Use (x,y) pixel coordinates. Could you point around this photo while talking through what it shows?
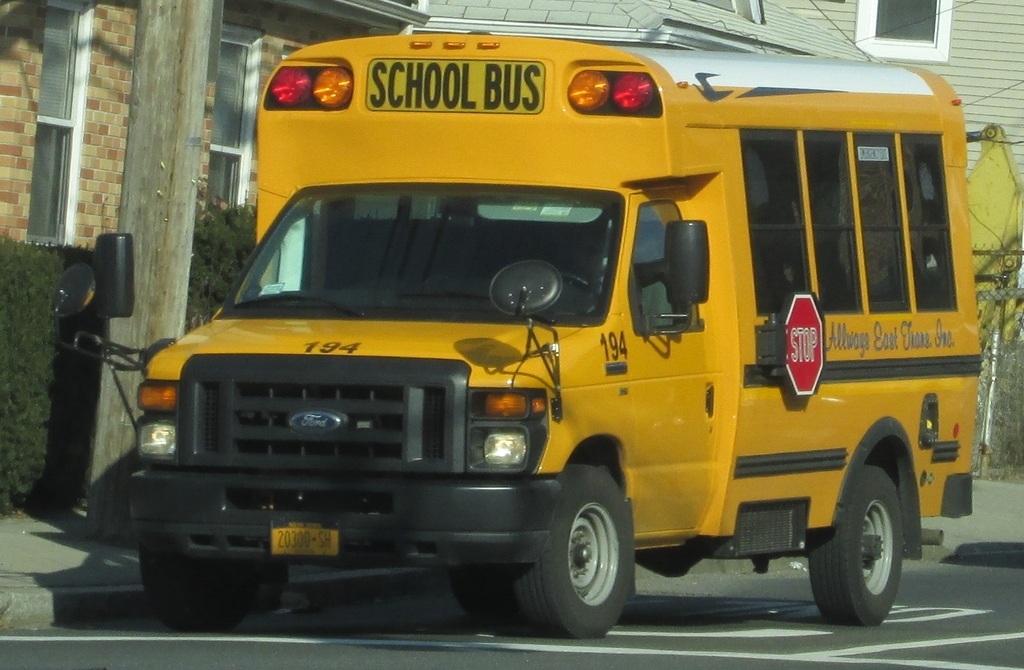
In this image, we can see a school bus (540,355). We can see the ground (383,643). We can see a pole (163,20) on the left (174,27). We can see some plants (47,315). We can see the walls (1016,42) with windows (233,78). We can see the fence (984,453).
